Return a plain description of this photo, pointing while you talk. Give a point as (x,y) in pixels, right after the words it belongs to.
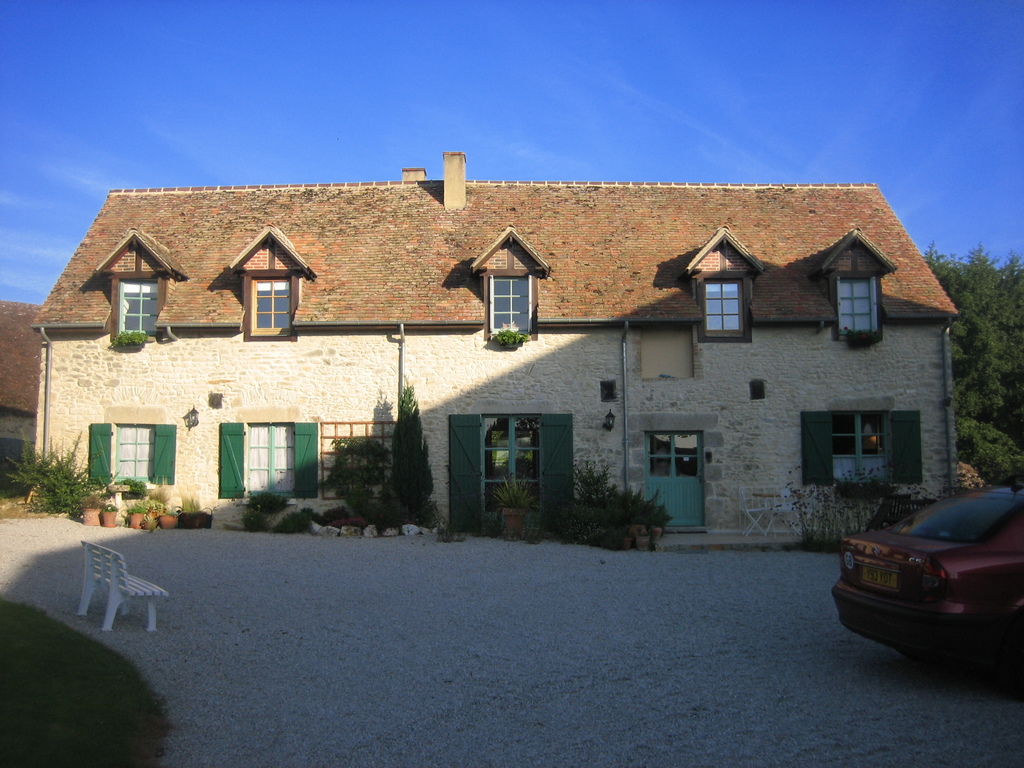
In this image I can see a house (118,363) made up of rocks (349,361) in the center of the image (379,384). I can see doors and windows (870,292) of the house (700,465) and some potted plants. I can see a wooden bench (117,584) on the left hand side of the image (125,574). I can see trees (973,335) behind the house (689,393). At the top of the image (345,83) I can see the sky (935,221) in the right bottom corner (975,653) I can see a car (974,655).
